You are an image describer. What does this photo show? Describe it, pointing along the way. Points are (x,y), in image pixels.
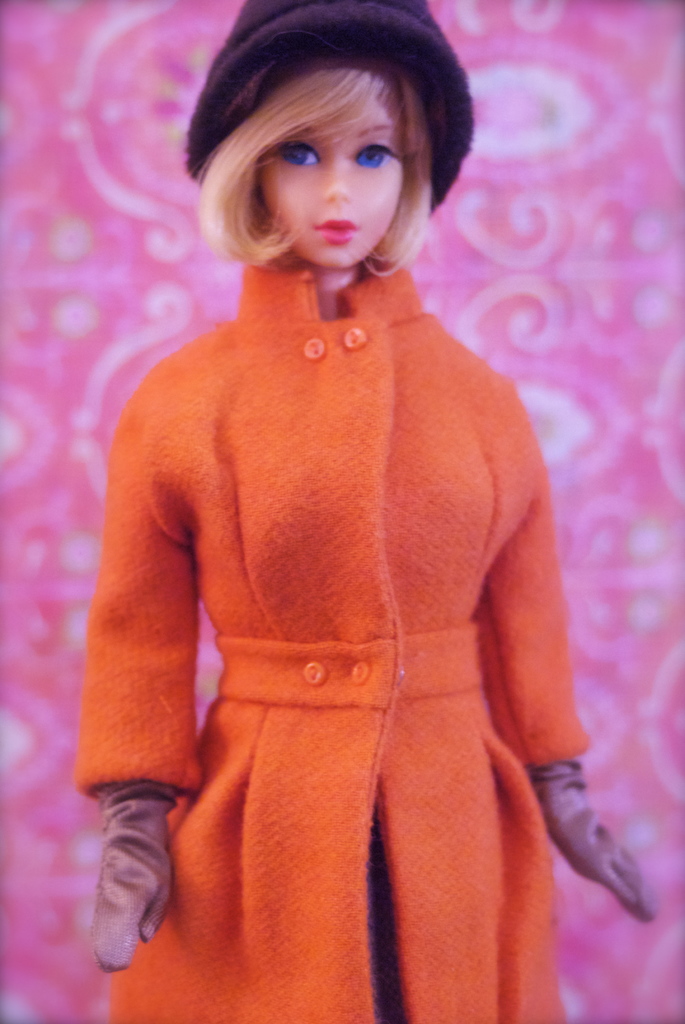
In this picture we can observe a doll (380,435). There is an orange color dress (189,720) and gloves (589,826) to the hands (575,826) of the doll (361,782). We can observe black color cap (349,23) on the head (361,78). The background (61,501) is in pink color and we can observe a design (547,216) on this pink color background (108,323).
